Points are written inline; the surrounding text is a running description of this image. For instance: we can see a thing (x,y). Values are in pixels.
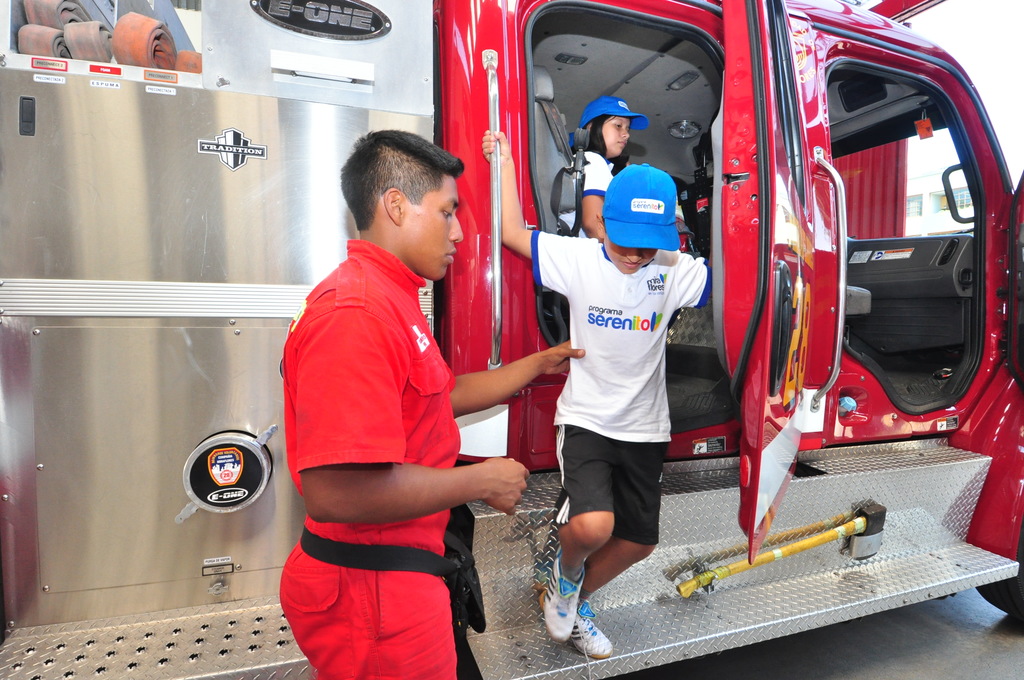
In this picture we can see a woman (633,124) sitting inside the vehicle (711,99) and a boy (624,213) standing on a plank (609,630) and beside to him man (426,424) holding the boy (643,381) and standing and in the background (297,153) we can see wall (20,90), pipes (106,46) folded, door (785,91), window (899,180), logo (238,462).
